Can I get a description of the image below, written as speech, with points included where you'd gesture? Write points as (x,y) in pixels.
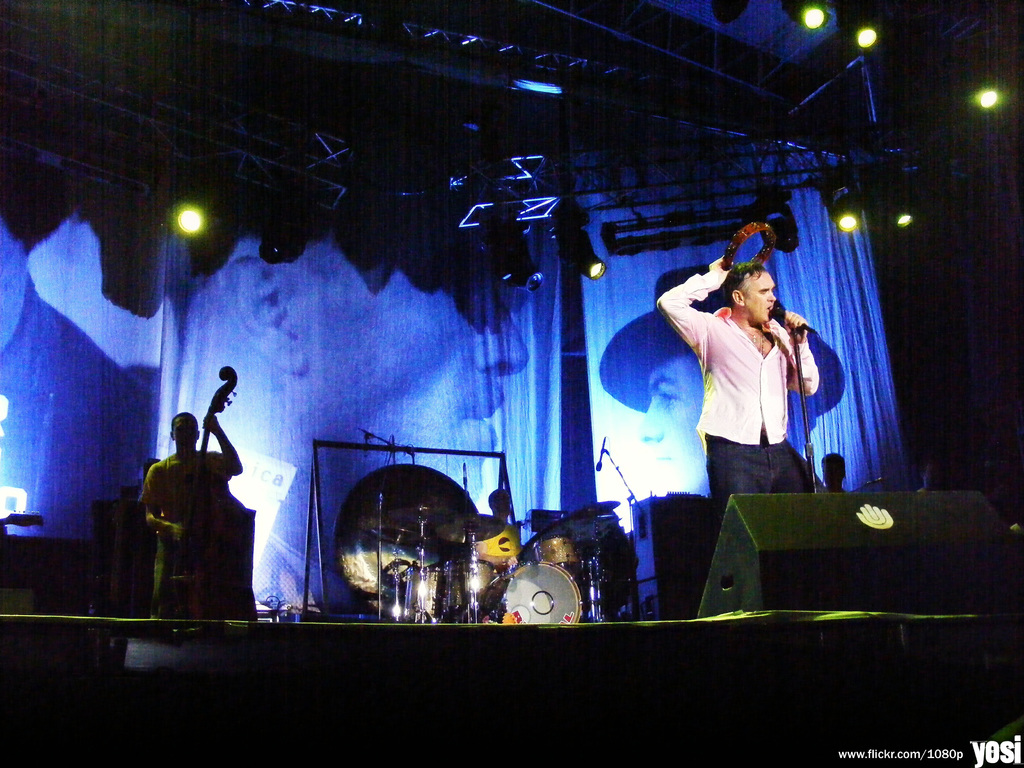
In this picture we can see a man (717,372) is standing and holding an object (740,242) and on the other hand (791,326) he is holding a microphone (772,312) with stand (812,464). Behind the man (739,447) there are two people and some musical instruments (358,536). Behind the people (171,468) there are curtains (635,341) and at the top (782,221) there are lights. On the image there is a watermark (941,754).
